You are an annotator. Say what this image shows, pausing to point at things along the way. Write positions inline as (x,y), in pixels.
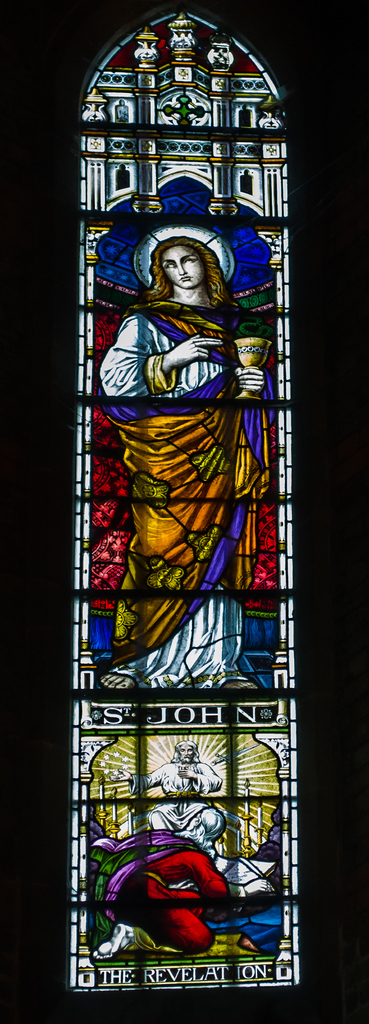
In this image, we can see depiction (149,664) of persons (211,830) and some text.
